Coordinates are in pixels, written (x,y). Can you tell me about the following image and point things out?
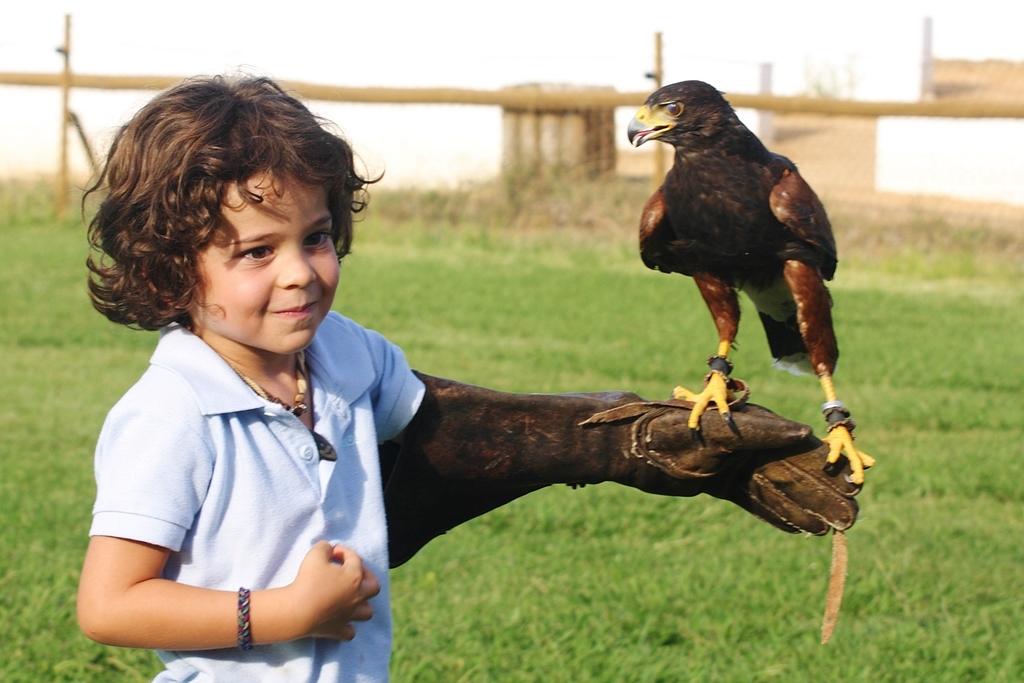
In this image I see a boy (244,174) who is wearing t-shirt (309,444) and I see that there is an eagle (719,210) on his hand (610,457). In the background (515,532) I see the grass (703,532) and I see brown color things (289,87) over here.
